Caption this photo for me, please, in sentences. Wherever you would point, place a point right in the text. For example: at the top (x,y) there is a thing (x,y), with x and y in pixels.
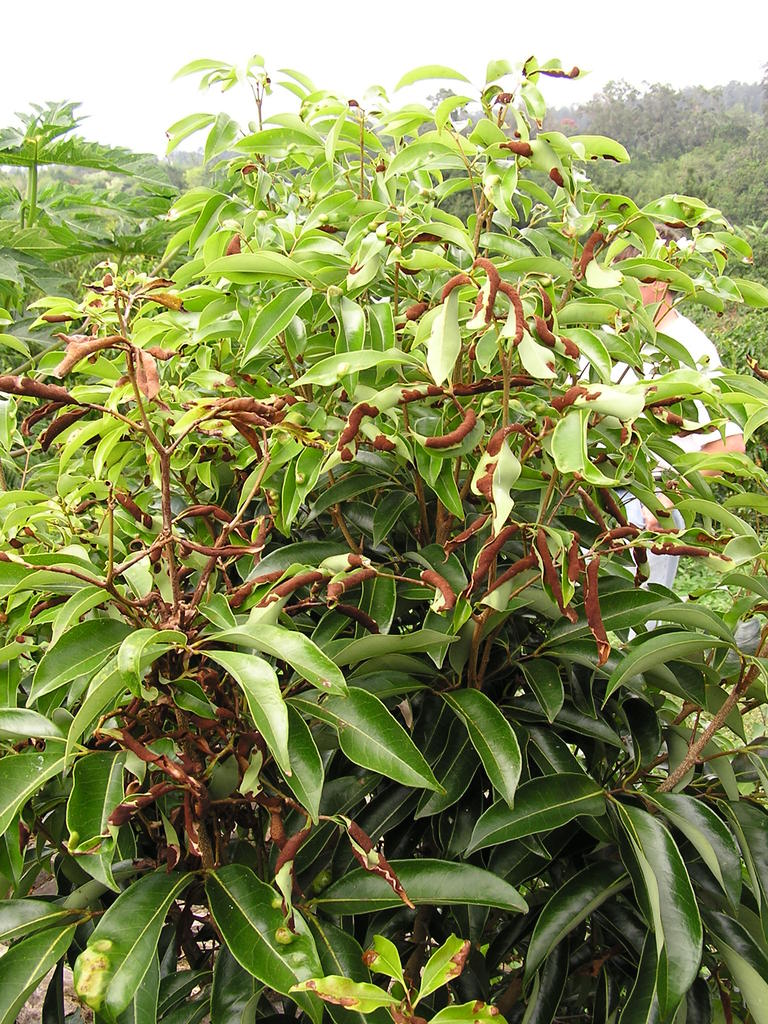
This picture is full of greenery (593,547). Here we can see a man (676,322) standing in the white attire (676,335).
